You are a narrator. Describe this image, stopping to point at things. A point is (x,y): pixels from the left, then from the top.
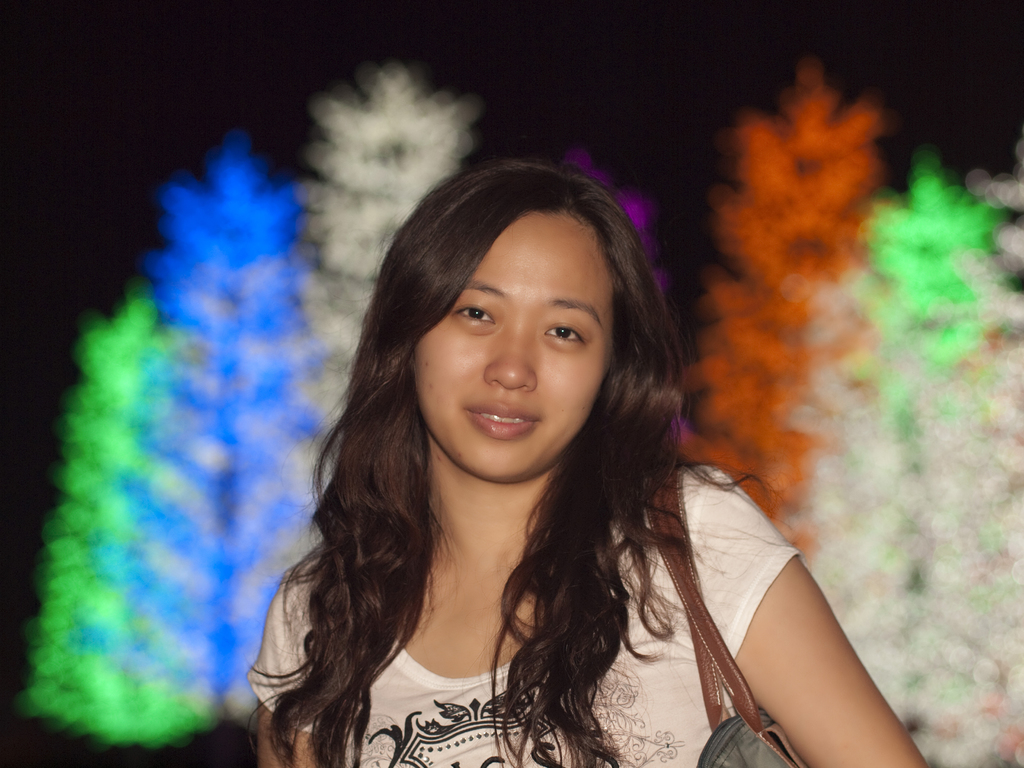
In this image we can see a woman (409,356) is standing, she is wearing the white t-shirt (690,673), the background (78,12) is blurry.
